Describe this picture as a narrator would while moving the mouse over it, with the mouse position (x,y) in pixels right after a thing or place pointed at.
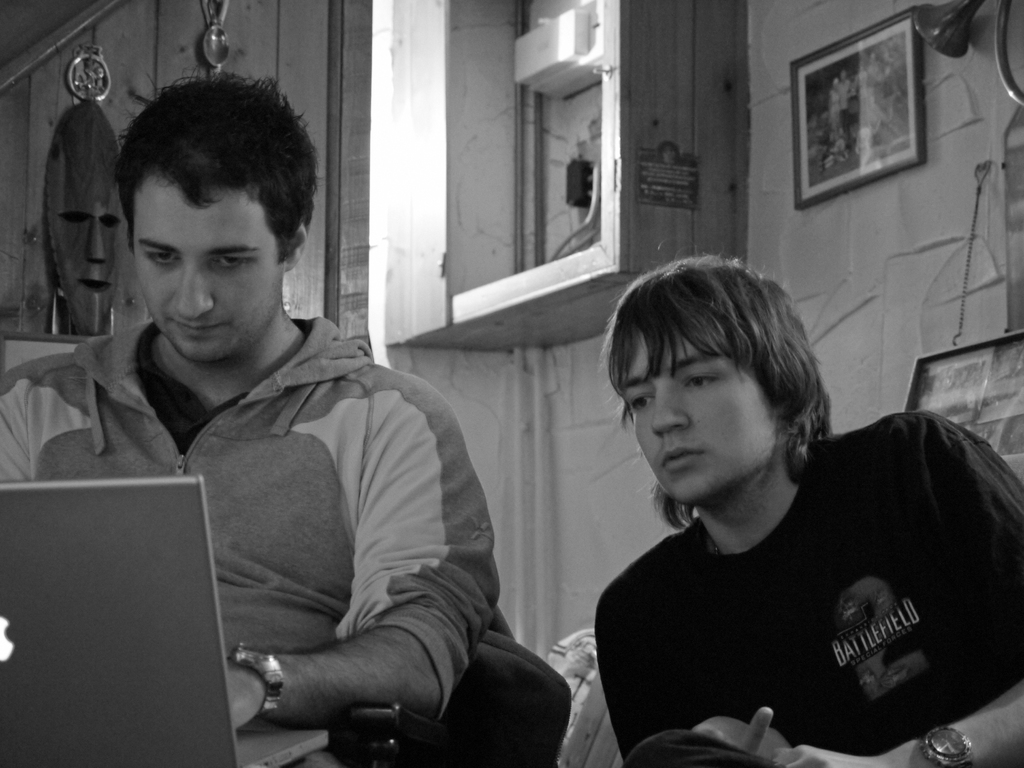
In this image I can see two people (825,662) with the dresses (809,706). I can see one person (287,671) with the laptop (103,641). In the background (589,362) I can see the frame (813,195), current board (581,29) and some objects (70,313) to the wall (926,320).
